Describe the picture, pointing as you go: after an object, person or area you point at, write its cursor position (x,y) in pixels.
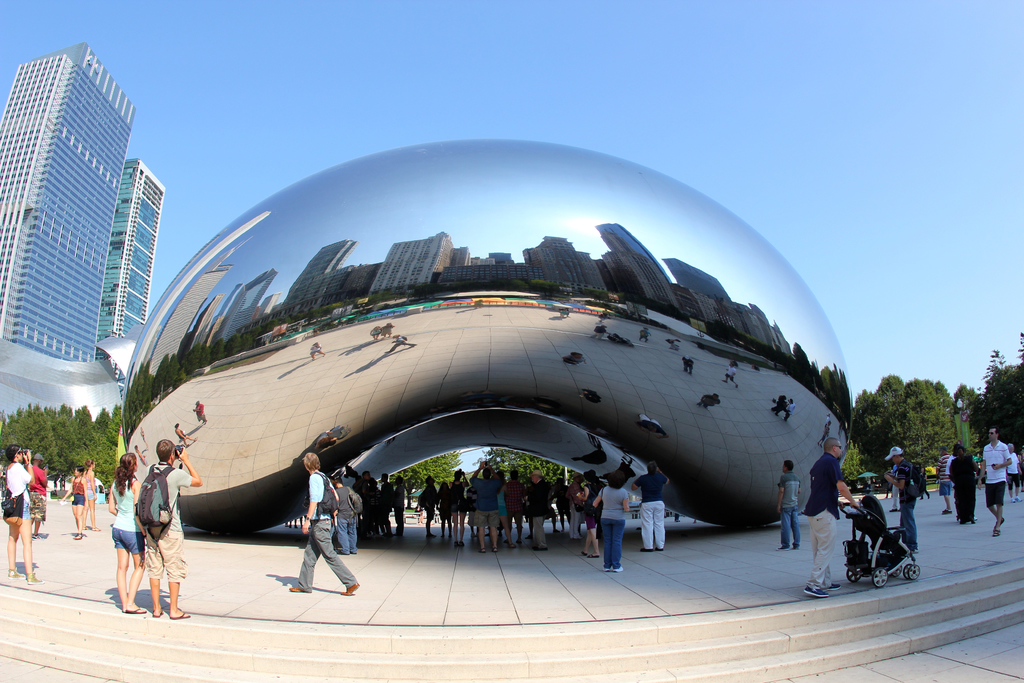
In this picture there is a view of the millennium park (442,557). In the front (139,521) there some people (307,456) standing and looking to the big mirror dome (453,363). Behind there are some trees (933,407) and building (59,218).
